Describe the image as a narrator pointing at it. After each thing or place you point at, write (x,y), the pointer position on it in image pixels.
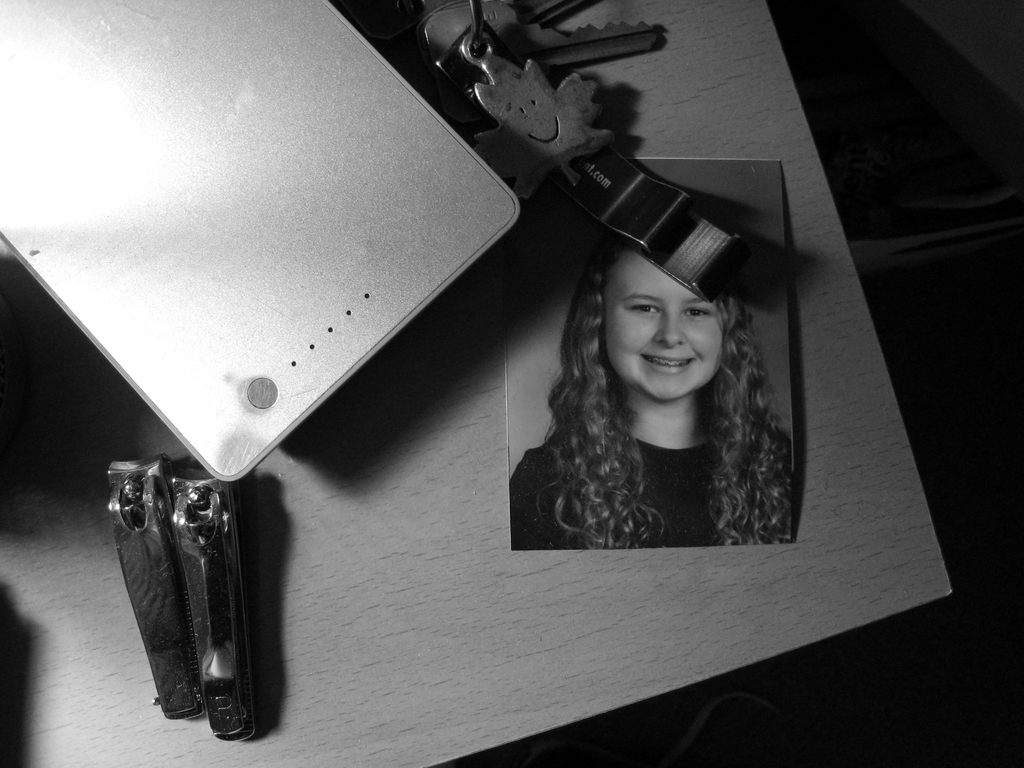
In this image on the table (583,68) there is a photograph (584,385), two nail cutters (160,628) and some other objects (537,120).
